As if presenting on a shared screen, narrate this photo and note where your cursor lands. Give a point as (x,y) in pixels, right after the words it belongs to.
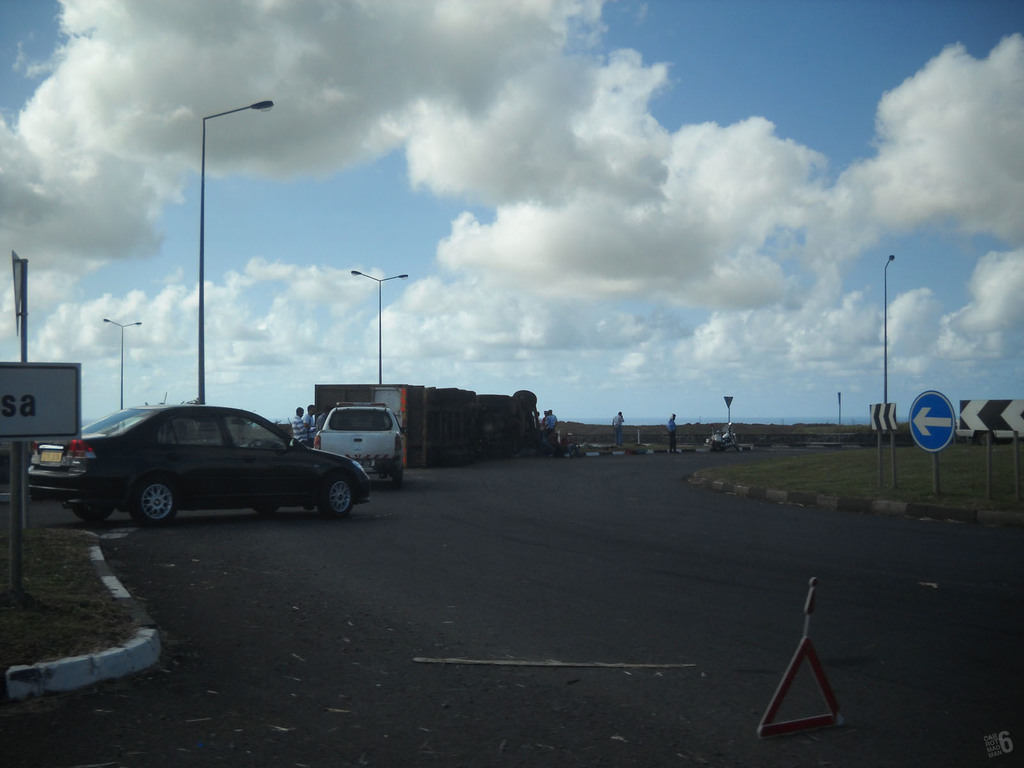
In the image we can see there are many vehicles (169,451) on the road (559,495). We can see the grass (858,466), sign board (886,425), light poles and the cloudy sky (574,205). We can see there are people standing and wearing clothes (300,430).
